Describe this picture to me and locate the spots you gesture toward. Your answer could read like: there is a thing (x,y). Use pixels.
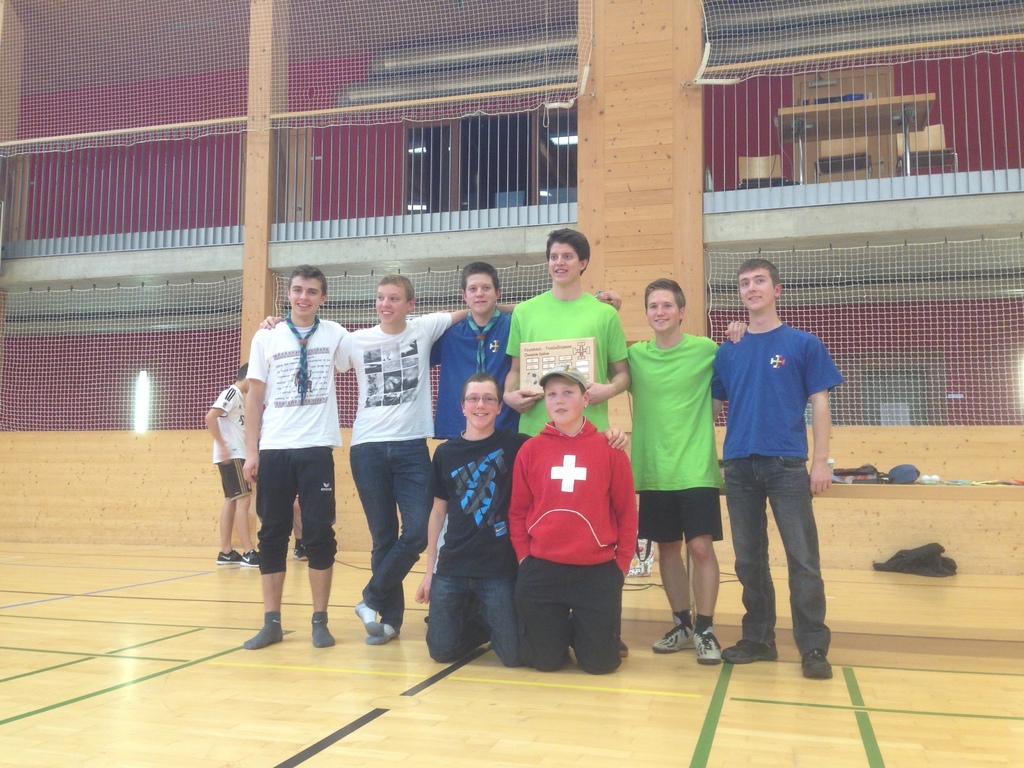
In this image there are a few men (356,372) standing on the floor (782,662). In front of them there are two men (530,514) kneeling on the floor (487,668). They all are smiling. Behind them there are steps (877,491). There are bags (889,567) on the steps (867,498). In the background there is a railing (571,171). On the either sides of the railing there is a net (194,304). At the top (808,128) there are tables (801,120), chairs (911,148) and a door (455,162).
